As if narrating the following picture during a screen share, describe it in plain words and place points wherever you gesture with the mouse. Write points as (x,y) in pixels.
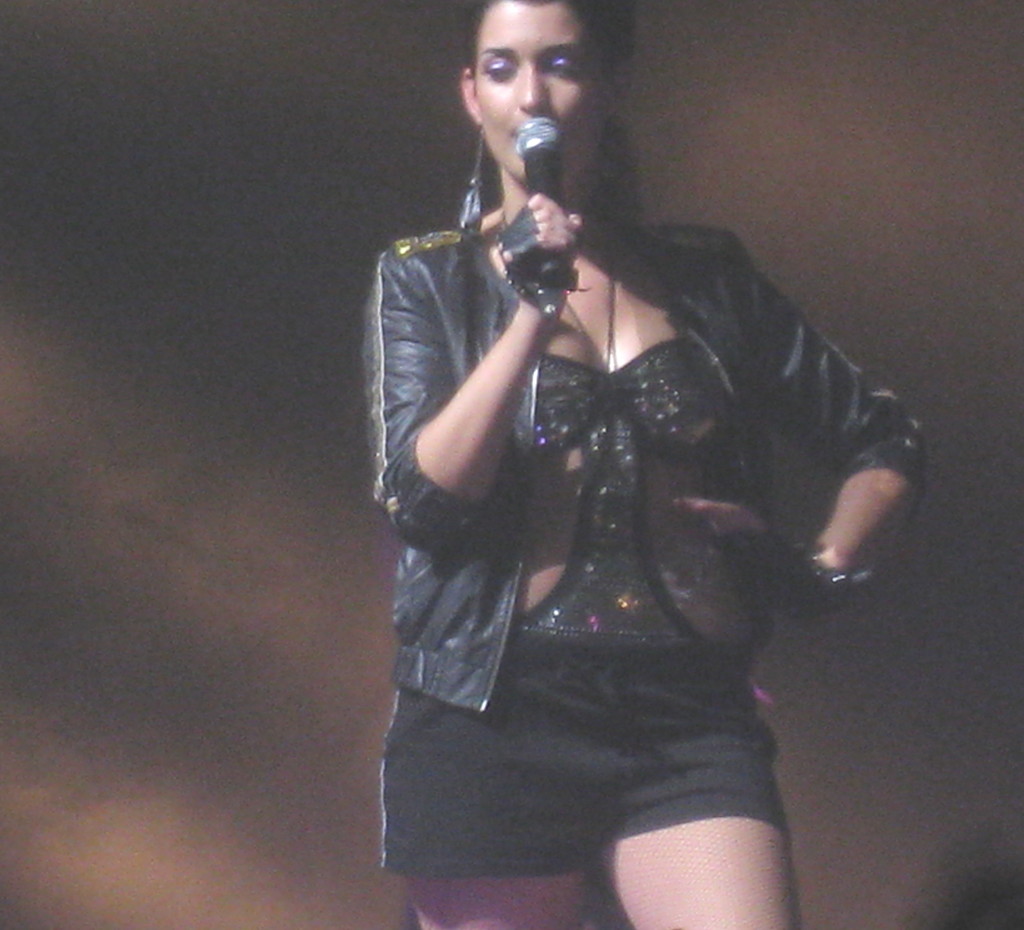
In this image I can see a woman (500,310) standing and holding a mic (549,164).
